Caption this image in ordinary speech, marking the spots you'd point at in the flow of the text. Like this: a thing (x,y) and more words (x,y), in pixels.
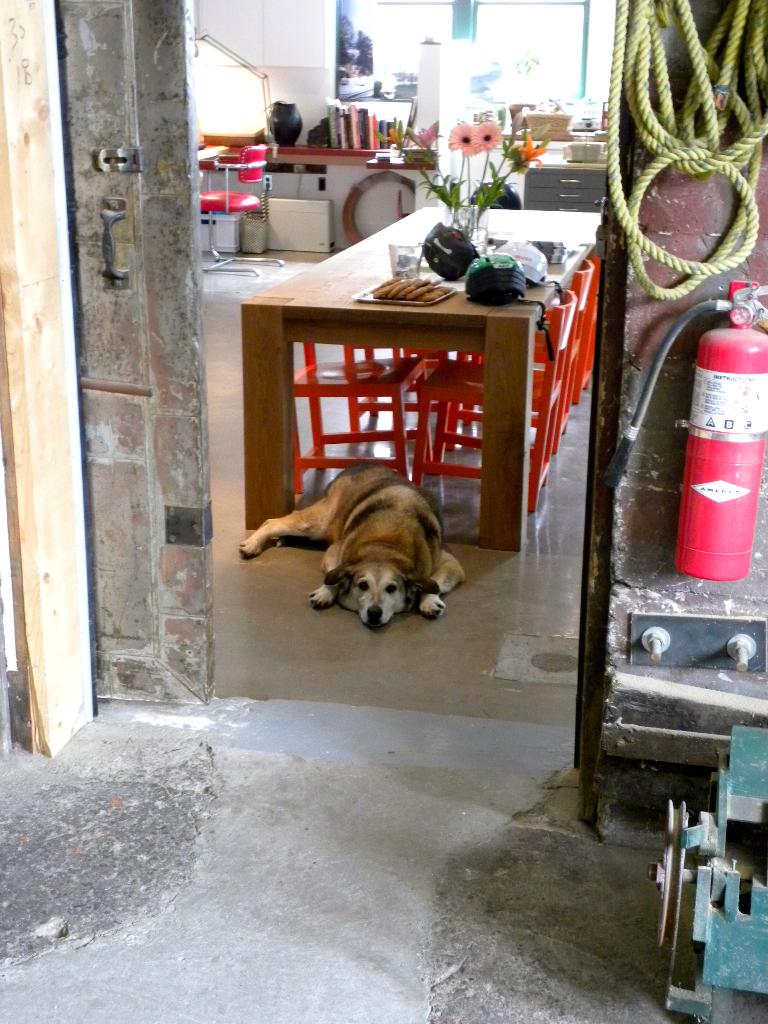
In this picture we can see a fire extinguisher (723,475), ropes (643,240), dog (418,556) on the floor (464,459), chairs (571,308), table (432,215), flower vase (488,185) helmets (522,268), tray (412,303) with food items (399,291) on it and in the background (326,121) we can see the wall (355,103), books (342,138), pot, cupboards (560,174) and some objects (582,161).
